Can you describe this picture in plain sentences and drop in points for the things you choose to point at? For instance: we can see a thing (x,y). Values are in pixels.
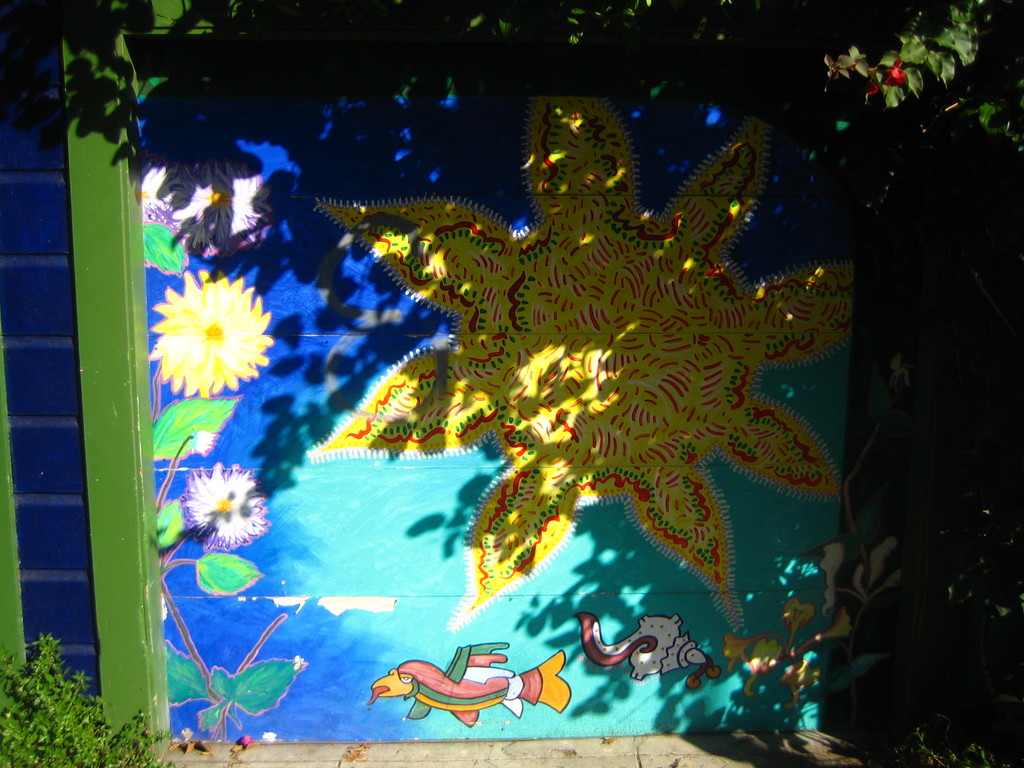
In this image I can see the blue and green colored wall (61,339) on which can see the painting (278,333) which is yellow, green, white, red and blue in color. I can see the ground (432,760) and few trees (142,739).
